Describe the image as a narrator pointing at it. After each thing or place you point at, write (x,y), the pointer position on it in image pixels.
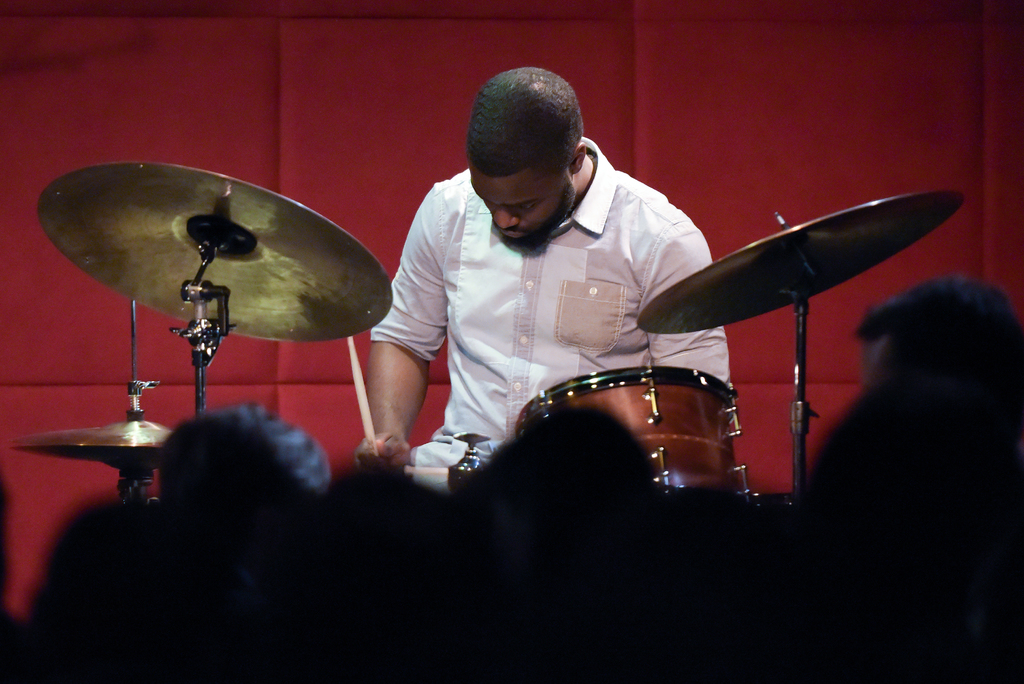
In this image I can see a man (475,313) wearing a white color shirt (494,273) and playing the drums (659,386). At the bottom (421,582), I can see a crowd (287,615) of people (184,574) in the dark. In the background (377,96) there is a red color curtain (300,83).
